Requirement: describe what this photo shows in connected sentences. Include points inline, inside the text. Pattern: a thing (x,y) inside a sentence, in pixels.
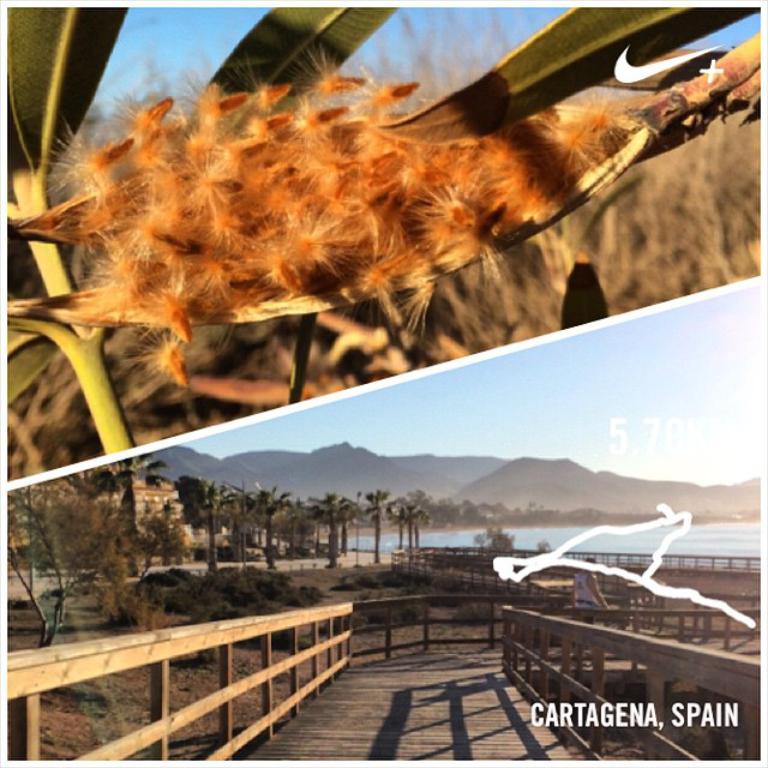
This image is a collage of two images. At the bottom of the image (366,741) there is a wooden platform (376,721). There is a railing (483,639). There are a few trees (136,522) and plants (271,600) on the ground (324,580). There is the sea (736,541) with water (564,539). There are a few hills (575,474) and there is the sky (586,409). At the top of the image (163,29) there is the sky (202,50). There are a few plants (183,315) with leaves (544,80) and stems (85,363).
